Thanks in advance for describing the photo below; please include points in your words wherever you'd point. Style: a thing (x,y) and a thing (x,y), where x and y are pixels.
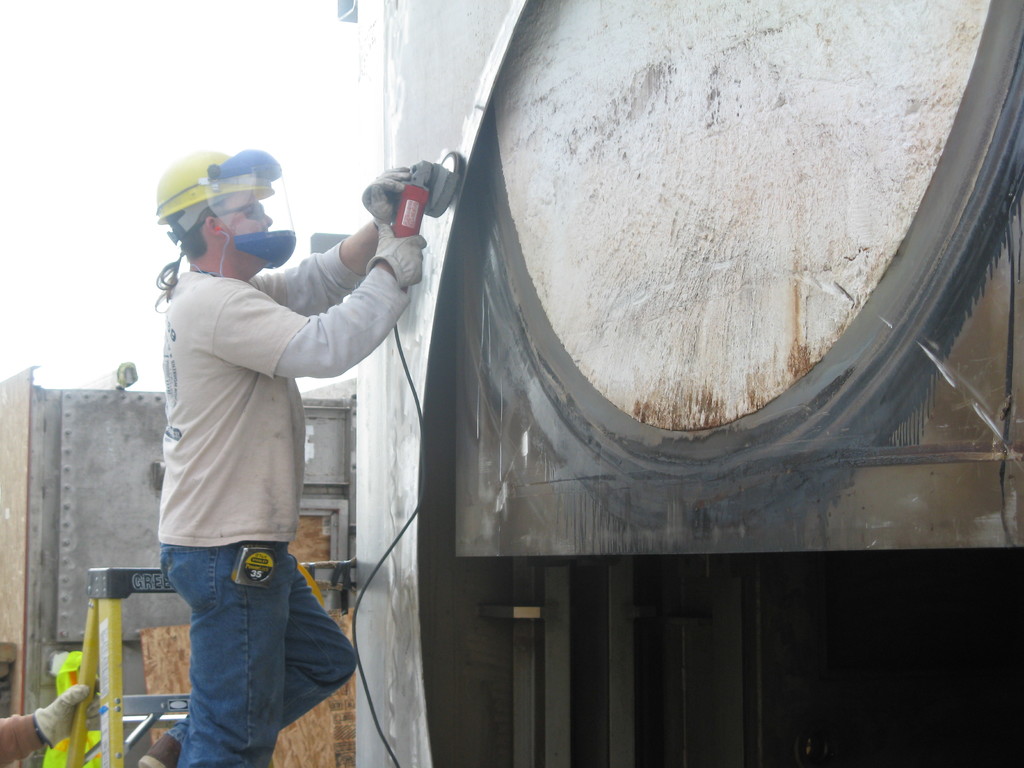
In this picture we can see a man (217,377) standing and holding a angle grinder machine (430,202), he wore a helmet (219,195), at the bottom (139,722) there is a ladder (139,707), we can see another person's hand (69,705) at the left bottom (29,715), in the background (43,495) there is a wall (68,469), we can see the sky (131,60) at the top of the picture (146,45).
